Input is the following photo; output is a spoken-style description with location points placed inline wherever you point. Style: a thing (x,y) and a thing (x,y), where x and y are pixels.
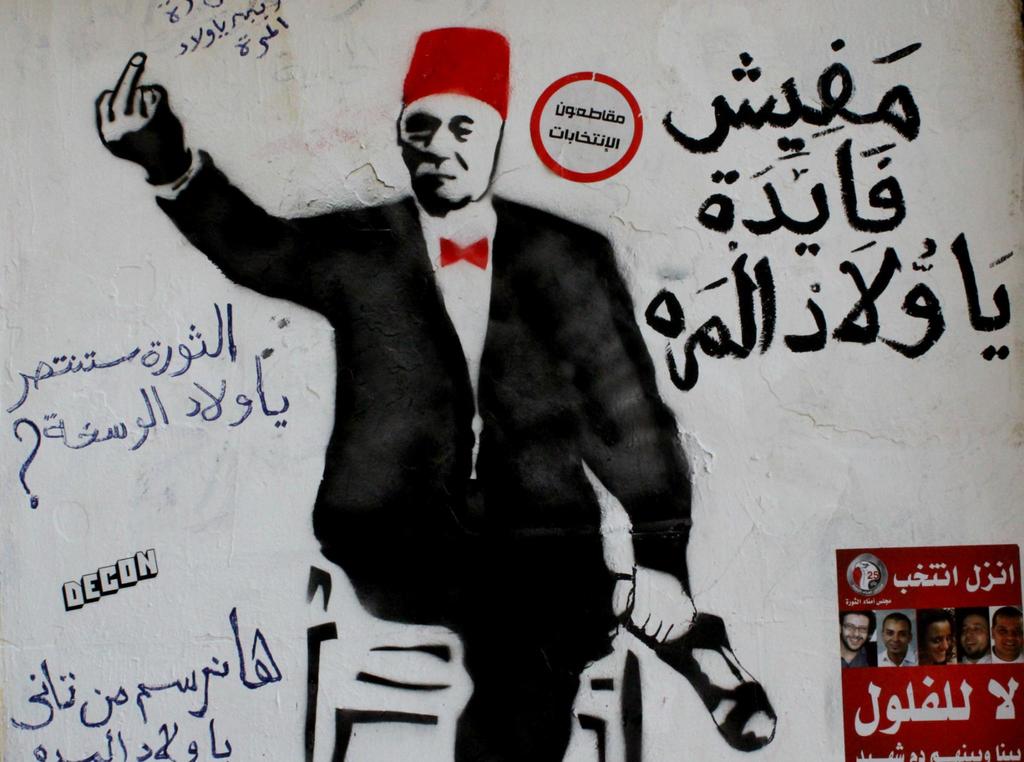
In this image there is a painting (495,455) of a person (462,578) on the wall (743,396), there are some texts (676,382) written and two posters (933,636) on the wall (723,393).
